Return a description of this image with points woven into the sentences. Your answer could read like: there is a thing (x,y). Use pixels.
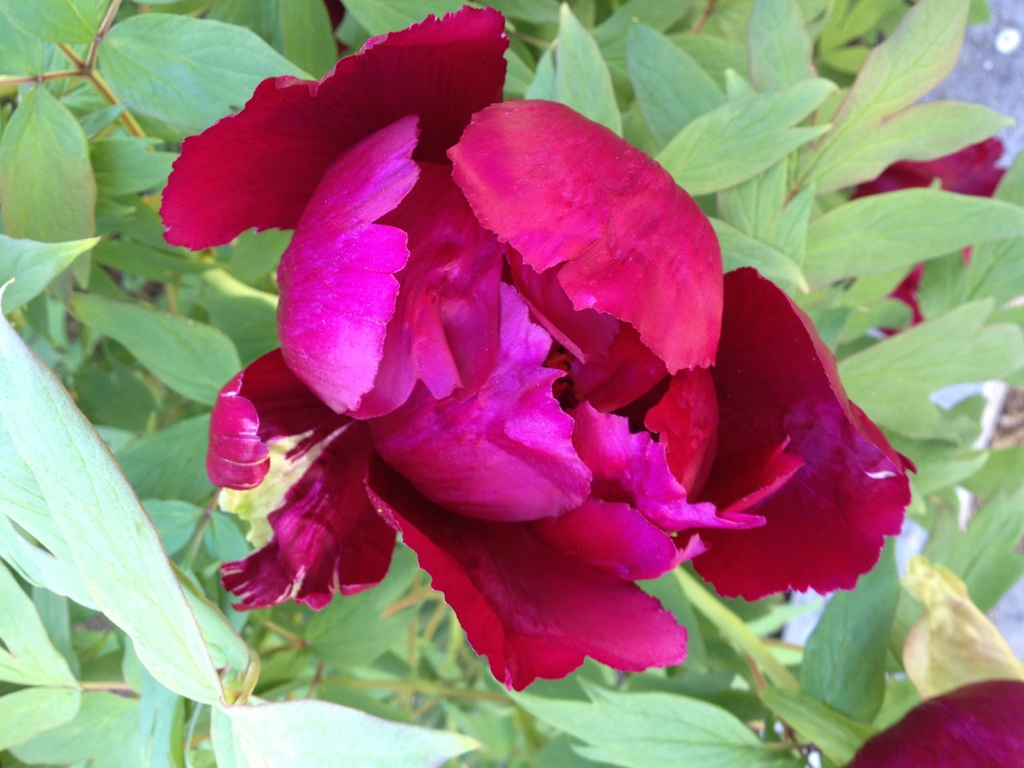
In this image there is a pink color flower (463,323) on the plant (182,393).
